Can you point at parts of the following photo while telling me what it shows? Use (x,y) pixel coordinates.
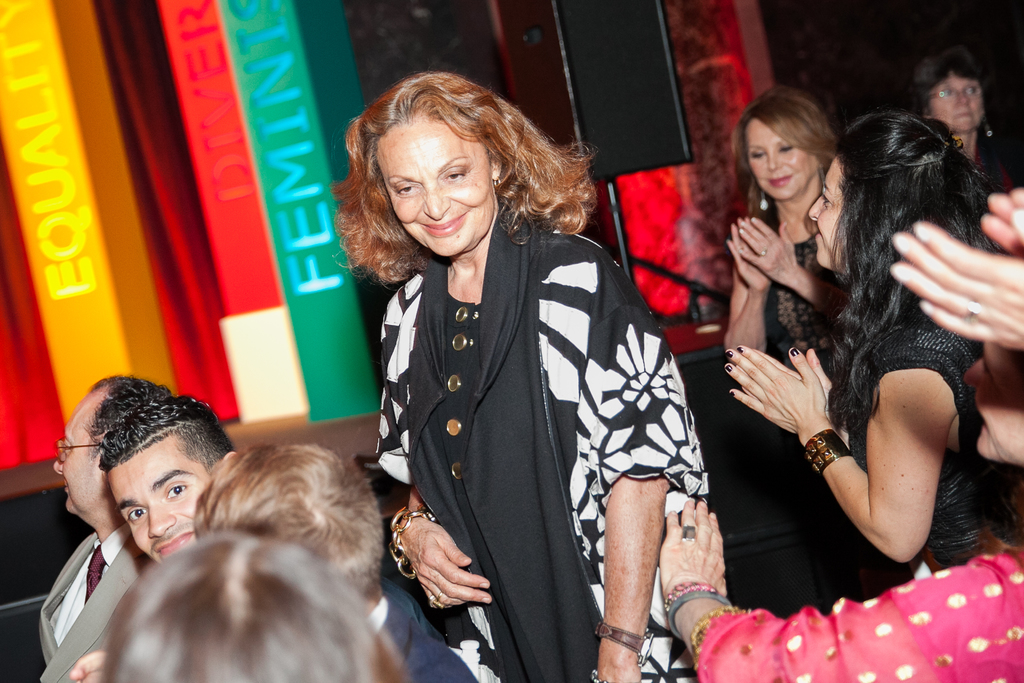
In this picture there is a woman (485,546) in the center (472,366) wearing a black and white dress (537,404). Around her there are people (712,635). Towards the right (862,379) there are two women (753,233) wearing black dress (887,368). In the background (244,267) there is a stage (138,168) with sound speakers (599,60).
